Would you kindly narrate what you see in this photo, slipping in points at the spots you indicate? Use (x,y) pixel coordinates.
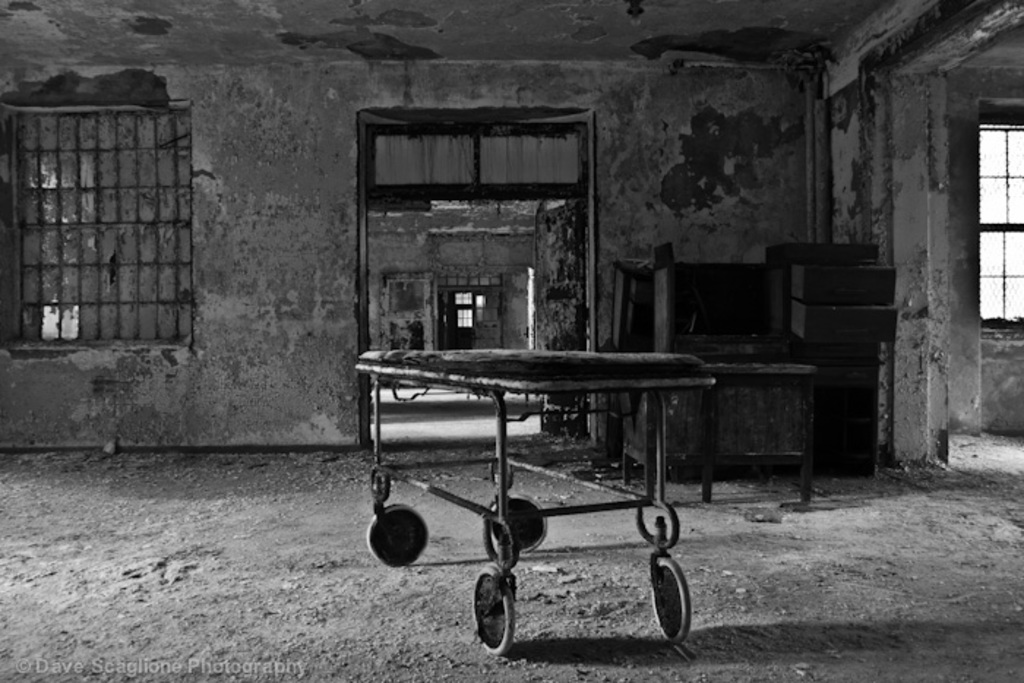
In the center of the image (498,398) there is a trolley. On the right (725,367) there is a table (842,383) and we can see things (803,308) placed on the table (847,370). There is a door (456,292) and we can see windows (130,243).
